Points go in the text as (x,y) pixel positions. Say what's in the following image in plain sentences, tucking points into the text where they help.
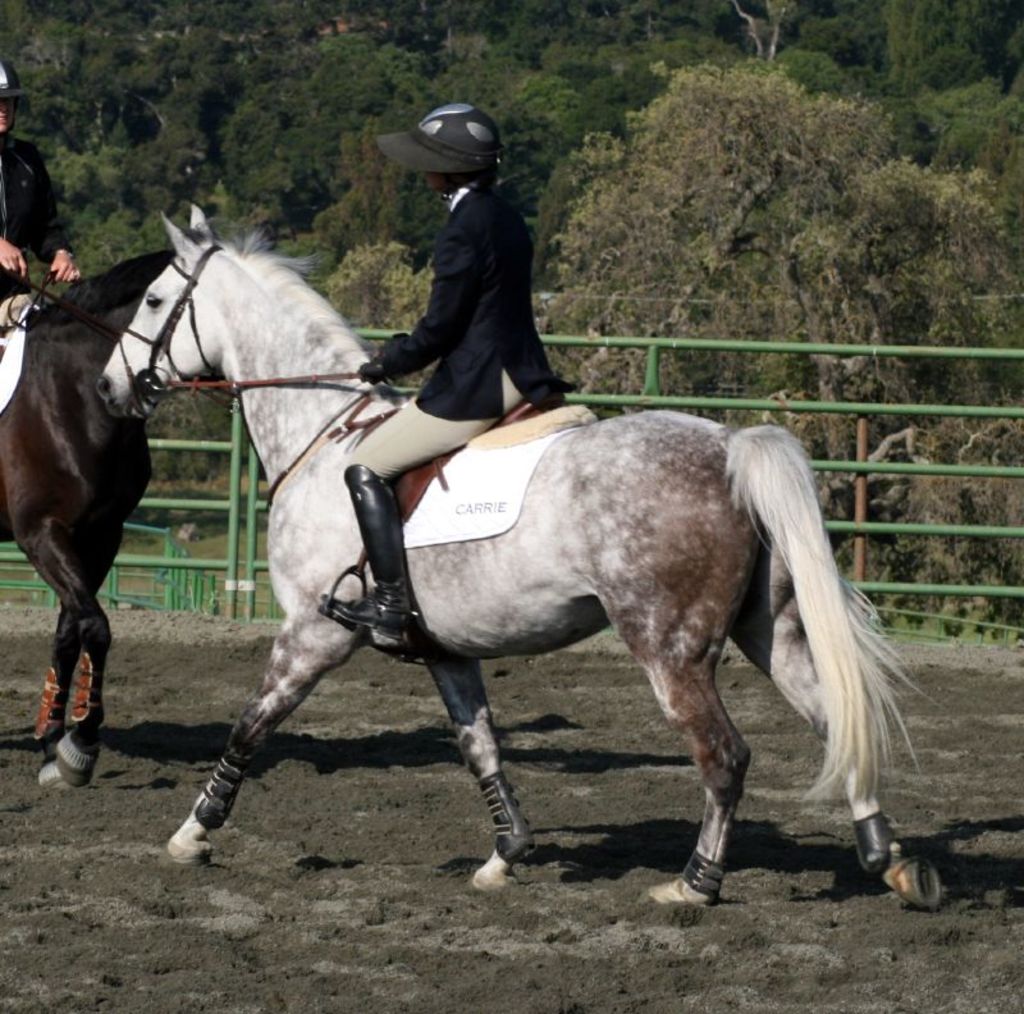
In this image, I can see two people (454,228) riding two horses (651,509). These are the kind of barricades (626,395), which are green in color. I can see the trees (821,143). This is the mud (397,874).
